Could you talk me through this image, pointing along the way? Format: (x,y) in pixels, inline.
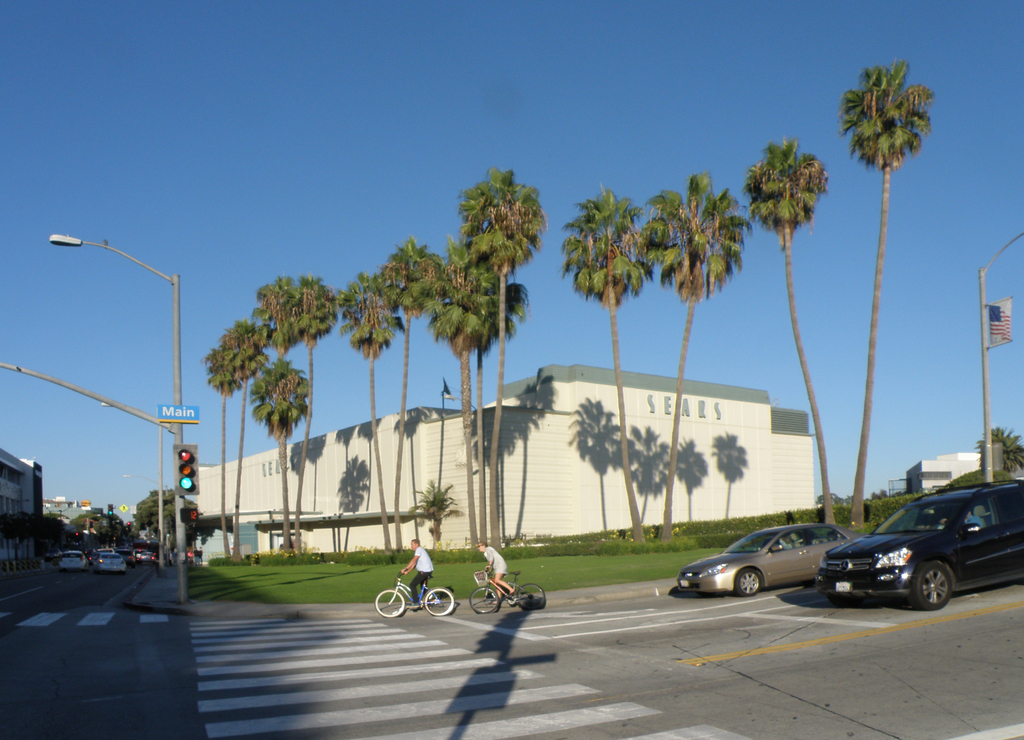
In this picture I can see there is a junction (153,630) and there are two people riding the bicycle (507,595) and there are two cars (849,576) on right side (838,588). There are few vehicles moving onto left and there are a few poles (184,497) on the walkway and there are traffic lights (191,485) attached to it. There is a building (368,460) on to right (697,440) and left and there are grass (322,580), plants (455,555) and trees (669,528). The sky (316,96) is clear.
